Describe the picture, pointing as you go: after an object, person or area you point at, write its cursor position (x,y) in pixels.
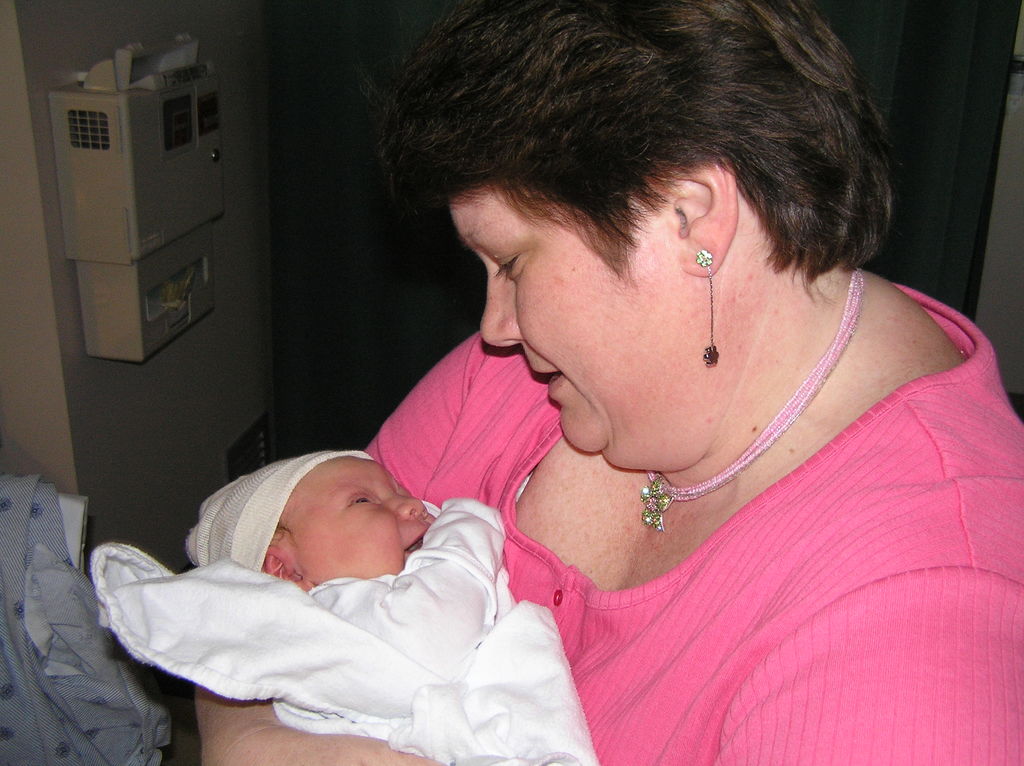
In this image we can see a woman (732,466) carrying a baby (456,679). Behind the woman (592,442) we can see a wall (105,365). On the left side (116,284), we can see a box (81,267) on the wall (122,405). In the bottom left (62,642) we can see a cloth (65,649).
